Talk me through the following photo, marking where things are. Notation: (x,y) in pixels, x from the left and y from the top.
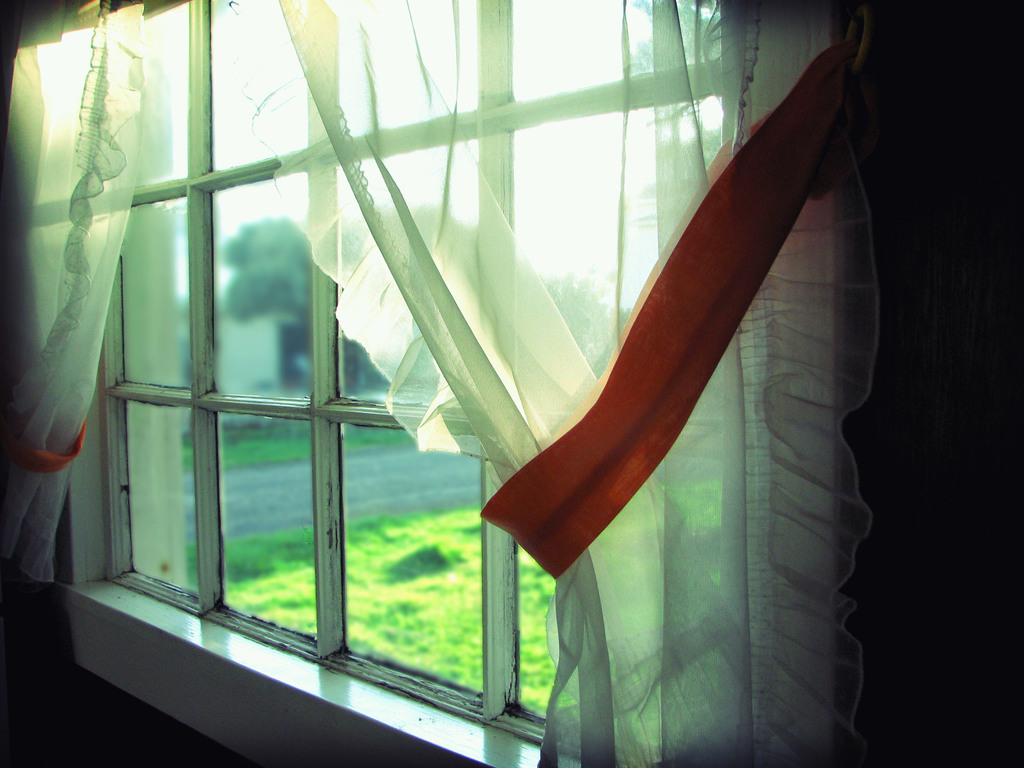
In this picture we can see a window (88,597), curtains (50,480) and in the background (245,607) we can see trees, grass (378,613), wall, sky (573,234).
